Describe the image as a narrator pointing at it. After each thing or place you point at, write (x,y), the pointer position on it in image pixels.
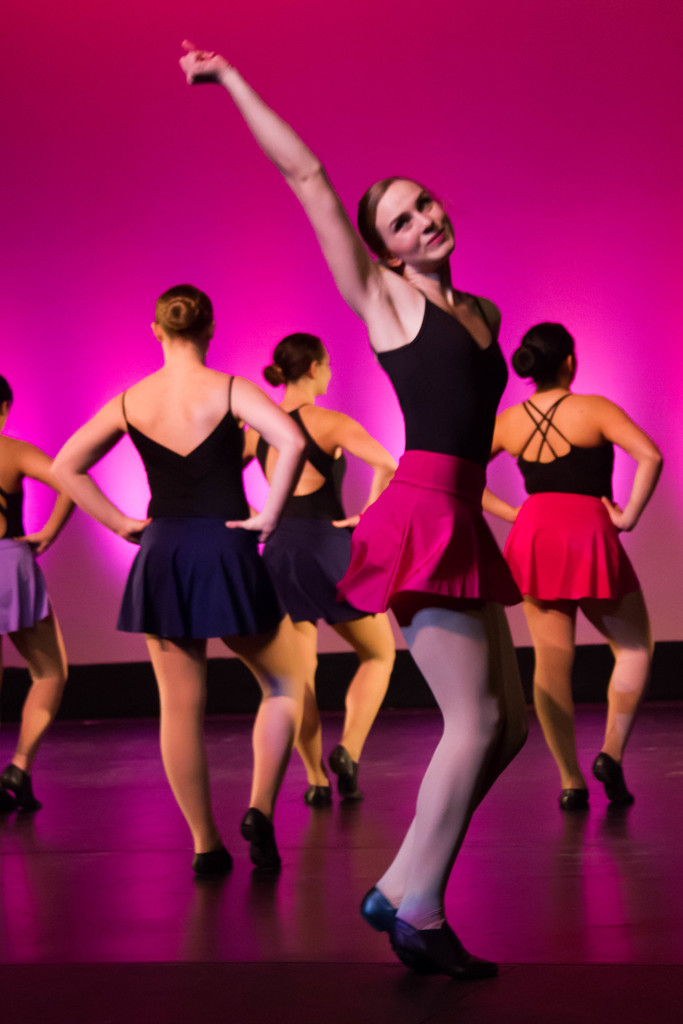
In this image I can see a woman (458,473) wearing black and pink colored dress (438,534) is standing on the floor (433,976) and in the background (313,730) I can see few other woman (176,469) wearing dresses (149,475) and footwear (264,854) are standing and the pink colored surface (211,208).
